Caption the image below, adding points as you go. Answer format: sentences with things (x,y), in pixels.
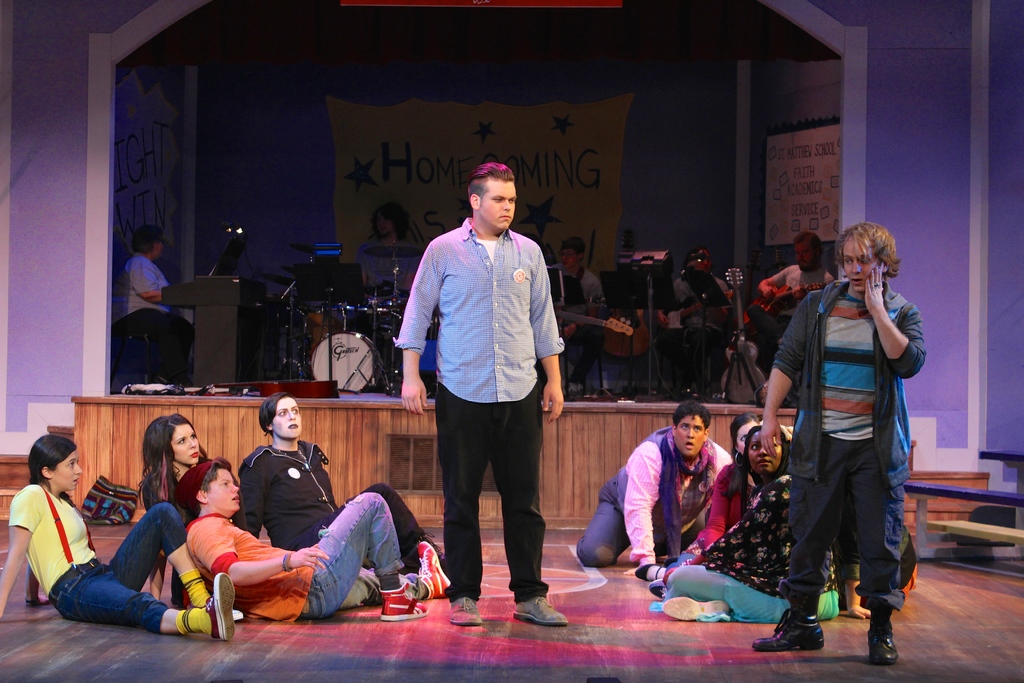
In this image, we can see two people (899,528) standing, there are some people (367,549) sitting on the floor (561,561), we can see the stage (723,393), there are some people (793,278) sitting and playing musical instruments (223,342), we can see the wall (266,85) and there is a poster (405,178) on the wall (254,144).
